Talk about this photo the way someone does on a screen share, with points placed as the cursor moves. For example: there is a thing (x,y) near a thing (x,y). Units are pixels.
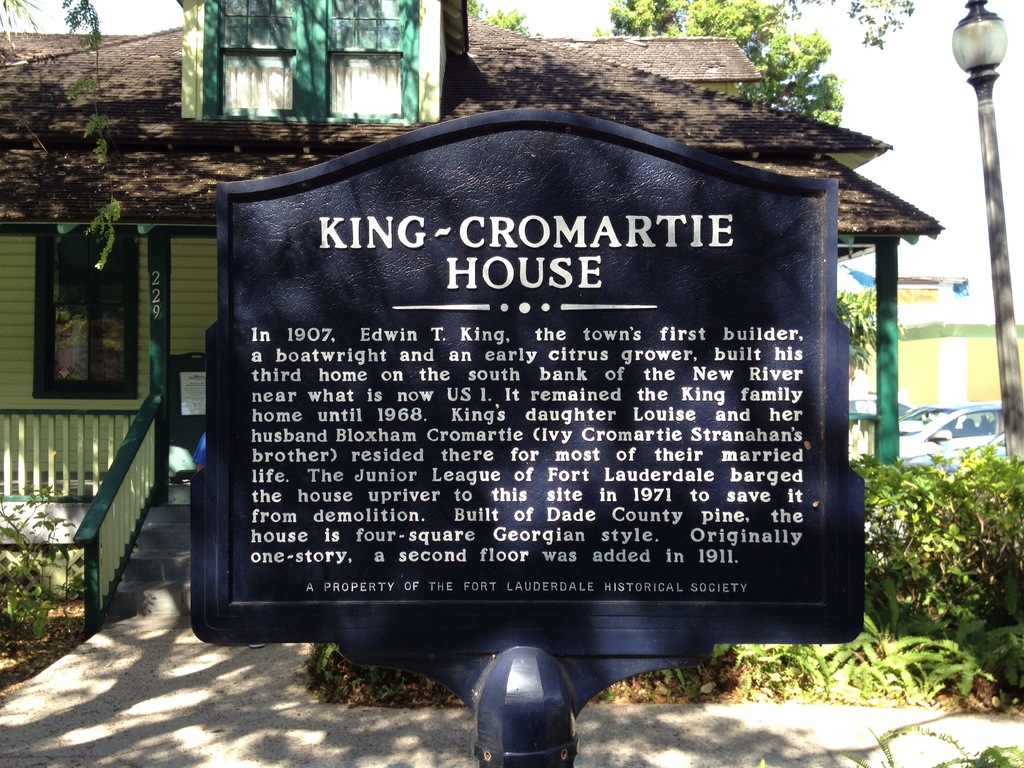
In this image in the front (412,468) there is a black board (487,581) with some text (427,403) written on it. In the background (159,179) there is home (302,157) and there are trees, there are cars (901,422) and there is a pole (991,194).
